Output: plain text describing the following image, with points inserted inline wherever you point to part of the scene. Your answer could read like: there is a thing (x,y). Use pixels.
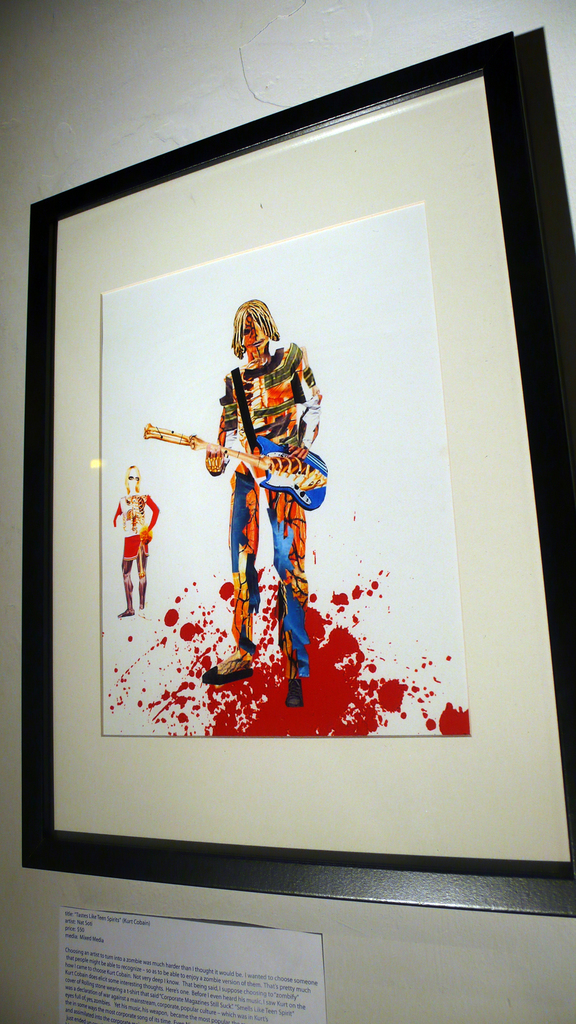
In this image there is a painted photo (351,687) to the frame (356,802) and the frame (441,885) is attached to the wall (455,968) and there is also a paper (208,973) to the wall (18,909).
